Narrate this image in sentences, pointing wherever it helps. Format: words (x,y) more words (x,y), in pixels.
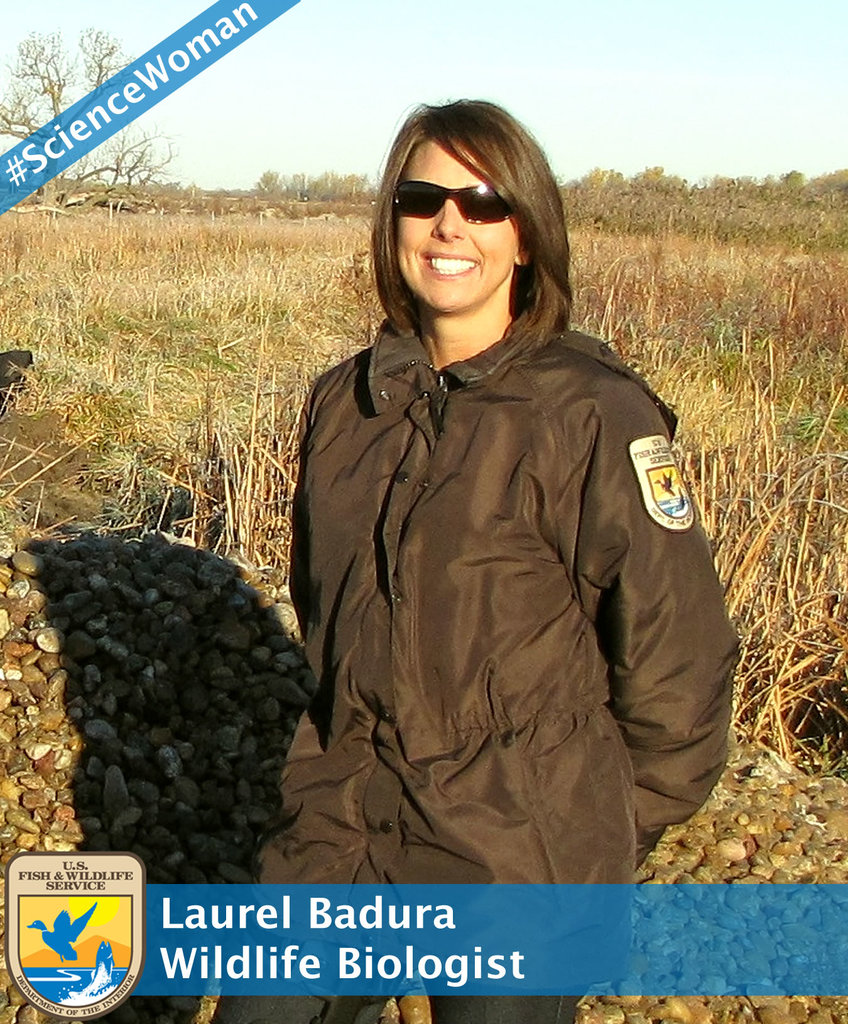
It is an edited image there is a woman (421,485) standing in front of plants (81,351) and behind the woman (355,598) there are many stones (113,629), the name (215,919) of the woman (461,657) is mentioned below the picture.
